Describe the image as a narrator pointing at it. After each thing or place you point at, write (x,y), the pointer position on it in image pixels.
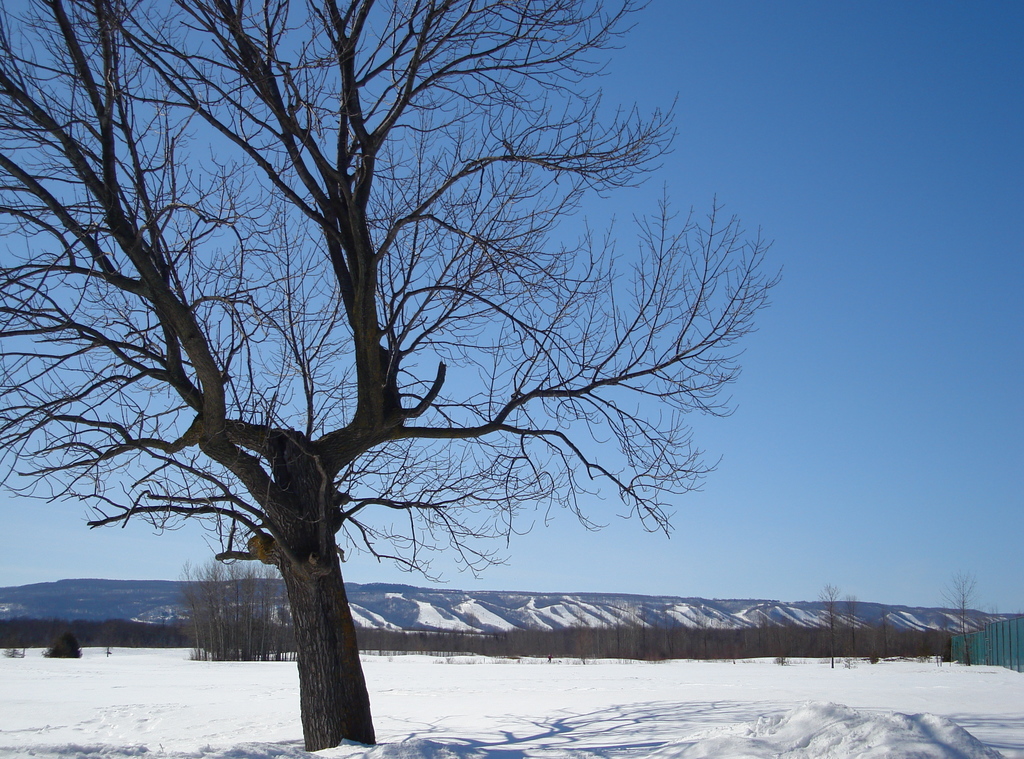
On the left side (327,642) it is a tree (327,627), at the bottom (743,719) it is the snow (789,722), at the top (903,142) it is the sky (901,114).
